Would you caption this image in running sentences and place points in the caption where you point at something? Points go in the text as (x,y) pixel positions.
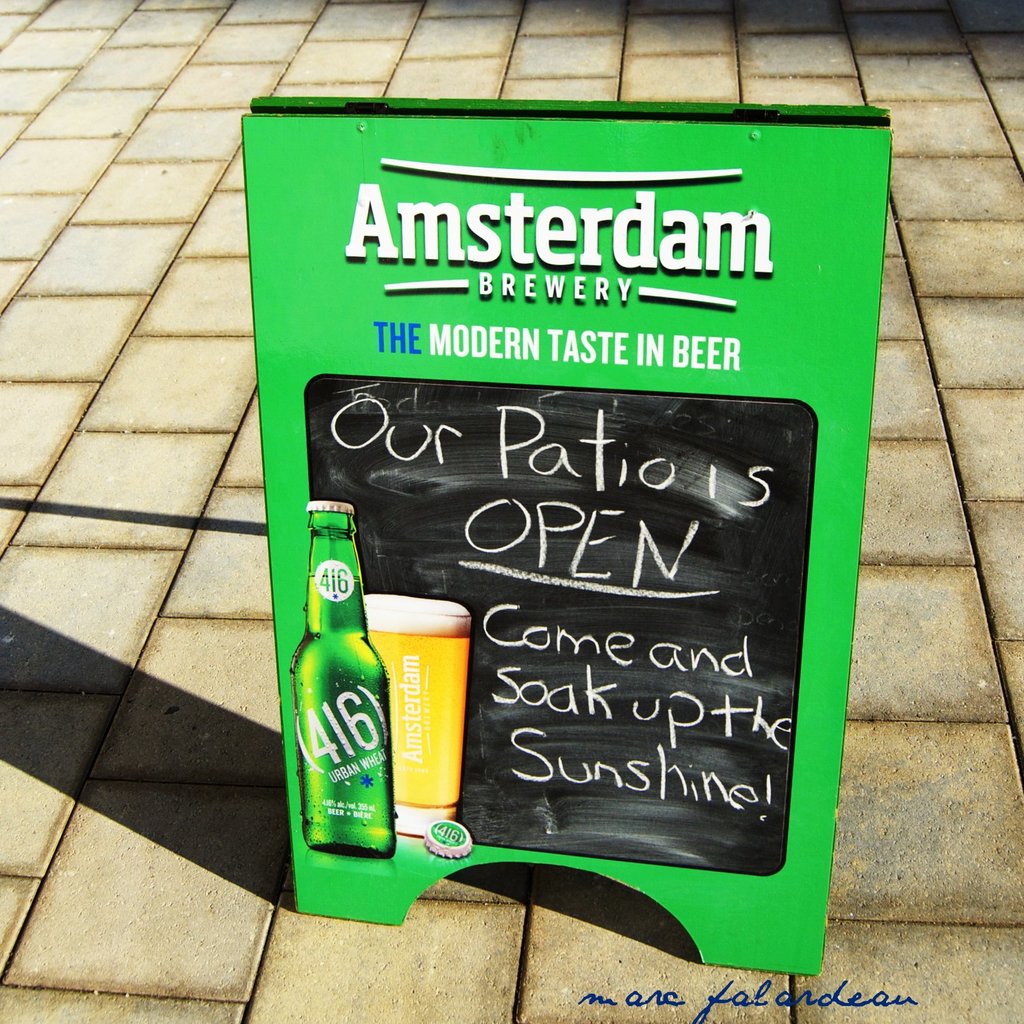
In this picture we can see a green hoarding board (316,412) on the floor (417,929).
